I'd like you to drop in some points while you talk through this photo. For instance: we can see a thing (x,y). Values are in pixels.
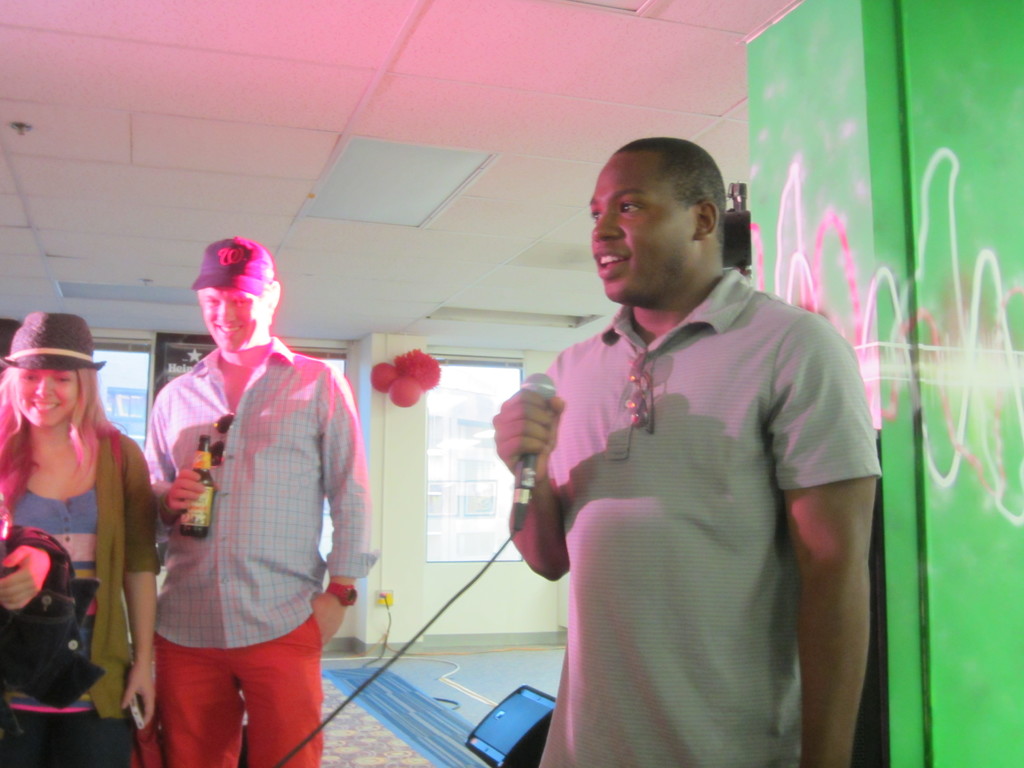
In this image, there is a inside view of a building (394,279). There are three persons (142,612) standing and wearing colorful clothes (323,481). There two persons (158,524) are wearing cap (240,252) on their head (267,333). This person (258,395) is holding a bottle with his hand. This person (506,459) is holding a mic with his hand (550,403). There is window (137,381) behind these persons (160,430).
